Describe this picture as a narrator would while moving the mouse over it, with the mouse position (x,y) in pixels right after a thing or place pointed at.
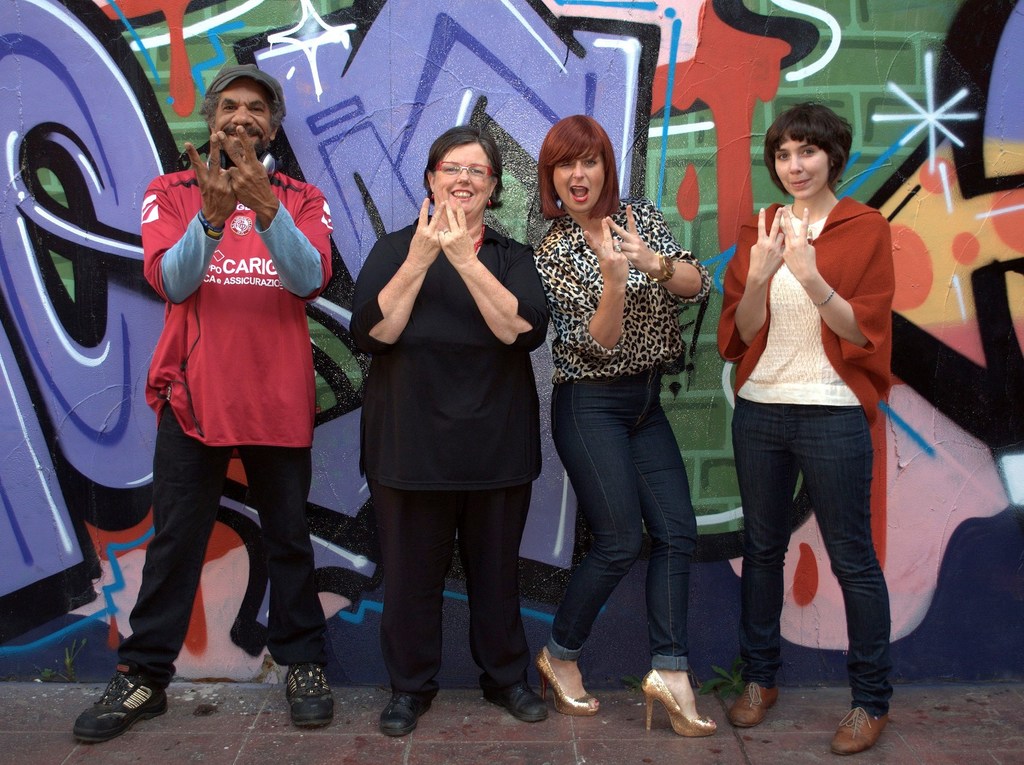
In this image, there are four persons (412,335) standing on the floor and smiling. In the background (167,59), I can see the graffiti painting (795,70) on the wall (959,168).
